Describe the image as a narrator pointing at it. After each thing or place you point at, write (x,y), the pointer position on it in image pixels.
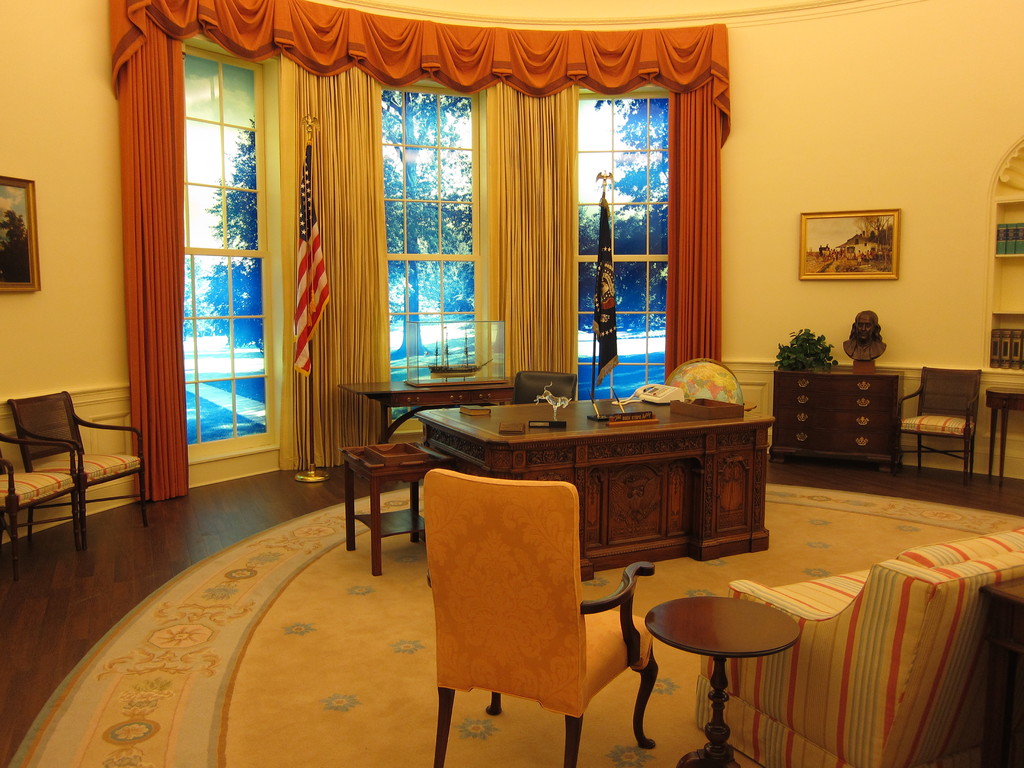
This is an inside view. In the middle of the room (502,465) there is a table (541,465). On the right side (961,607) there is a couch (896,669) and a chair (641,660). In the background (549,210) I can see few curtains (165,209) to the windows (253,245) and also I can see few frames (859,223) are attached to the wall (757,270). In the background (882,416) there are some chairs (24,464) and a table (858,391) on which few objects (805,362) are placed.
